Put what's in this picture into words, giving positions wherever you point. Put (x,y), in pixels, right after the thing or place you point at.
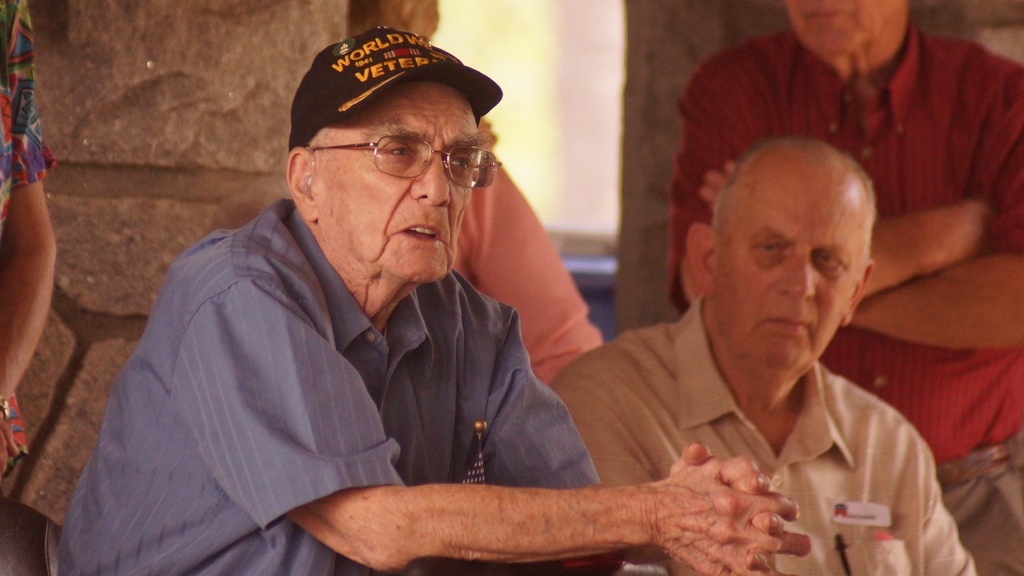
There is a person (253,310) in blue color shirt (250,394) sitting, keeping both hands (700,495) on a table (635,553) and speaking near a person (777,348) who is sitting on a chair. In the background (953,63), there are other persons (913,50) standing and there is a pillar (158,174).
